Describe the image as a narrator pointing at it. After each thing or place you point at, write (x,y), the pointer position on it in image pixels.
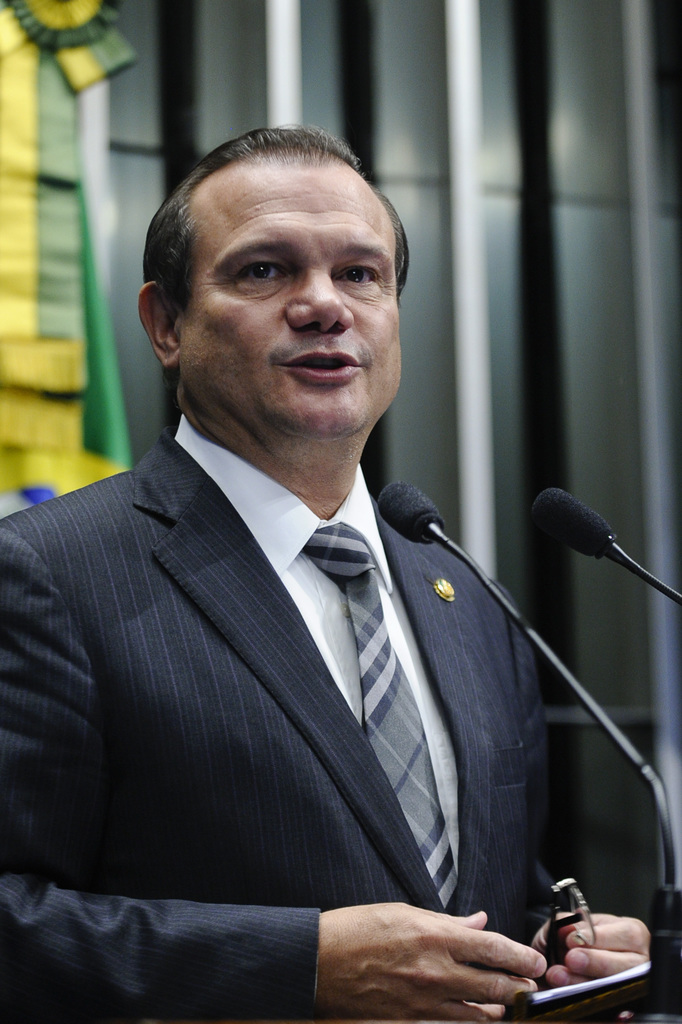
In this image there is a man (227,635) standing on the stage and speaking in a microphone (652,1009).
